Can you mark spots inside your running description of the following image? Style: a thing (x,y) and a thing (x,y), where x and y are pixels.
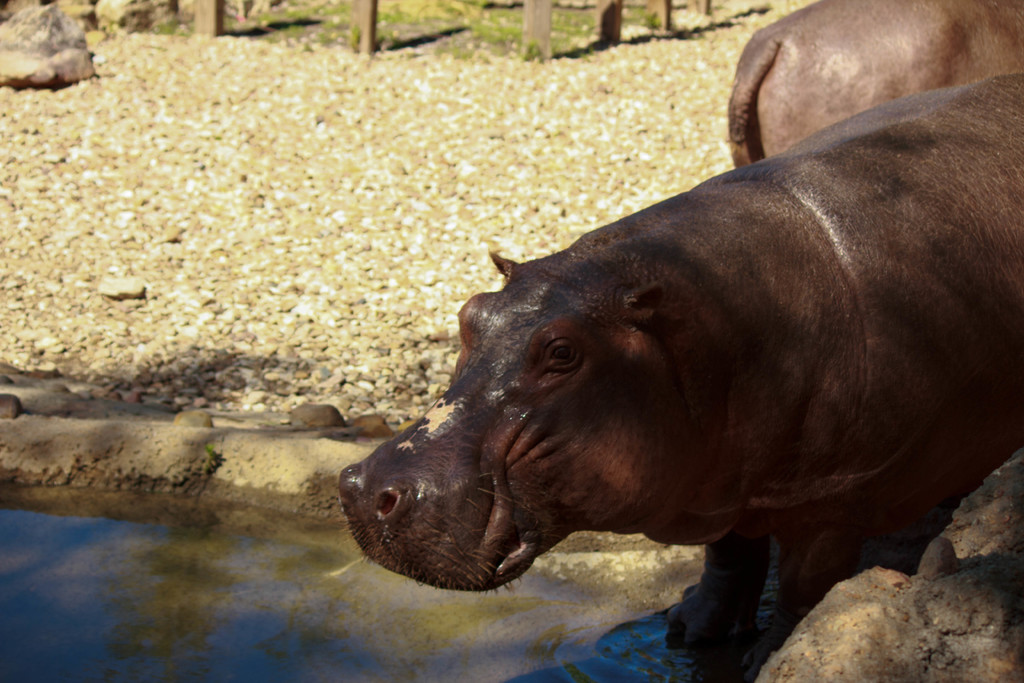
In this picture we can see two animals (895,132). We can see the reflections (288,568) of some objects (241,603) on the water (89,534). There are a few stones (68,52), grass (389,37) and wooden objects (667,13) in the background (673,22).
